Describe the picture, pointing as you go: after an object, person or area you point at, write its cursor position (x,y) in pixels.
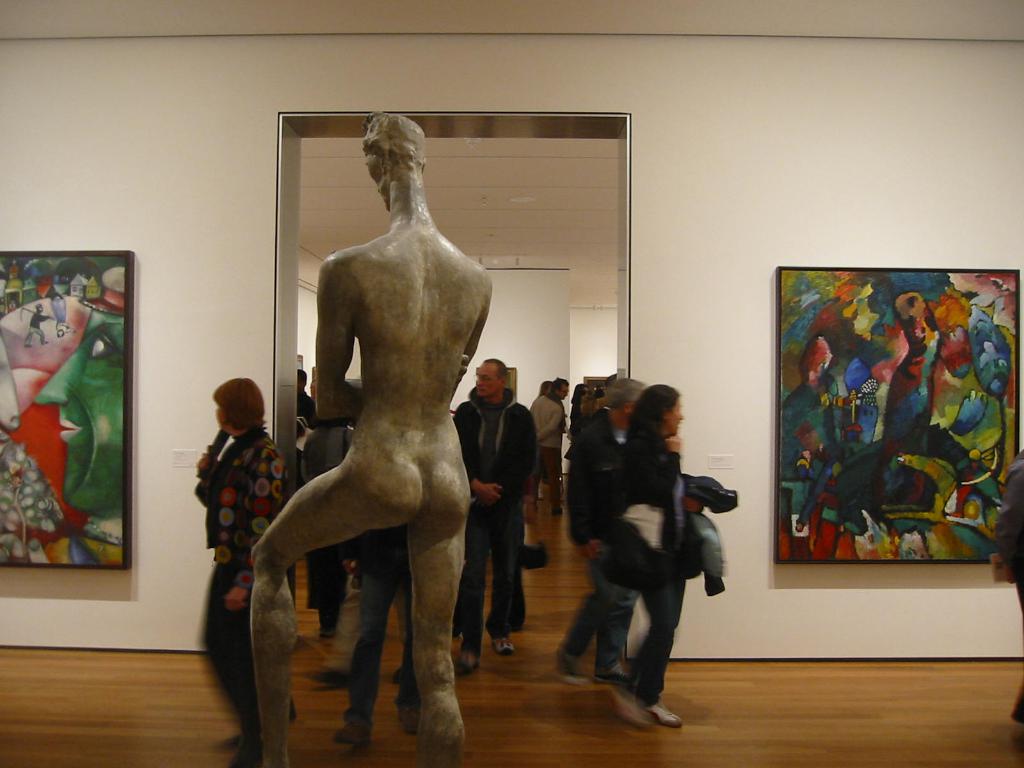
The picture is taken in a gallery exhibition (229,101). In the foreground of the picture (434,226) there is a sculpture (404,348). On the right (945,289) there is a frame (934,357) to the wall (748,286). On the left (84,402) there is a frame (106,378) to the wall (7,205). In the center of the background (598,484) there are people (328,441) walking in the rooms (530,426). The walls (552,346) are painted white. There are lights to the ceiling (473,238).
